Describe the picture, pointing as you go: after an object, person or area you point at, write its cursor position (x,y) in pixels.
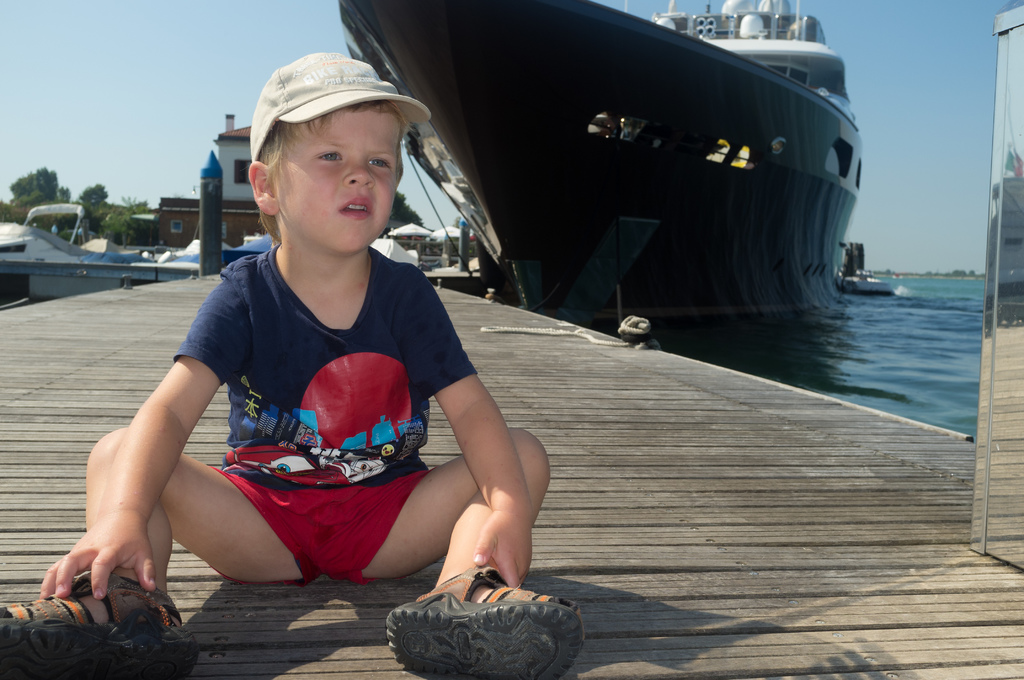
In the foreground of this image (455,399), there is a boy (453,487) sitting on the wooden dock (601,553). In the background (697,107), there is a ship (688,110) and few boats (45,230) on the water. We can also see a building (241,165), trees (84,200) and the sky (207,41).
